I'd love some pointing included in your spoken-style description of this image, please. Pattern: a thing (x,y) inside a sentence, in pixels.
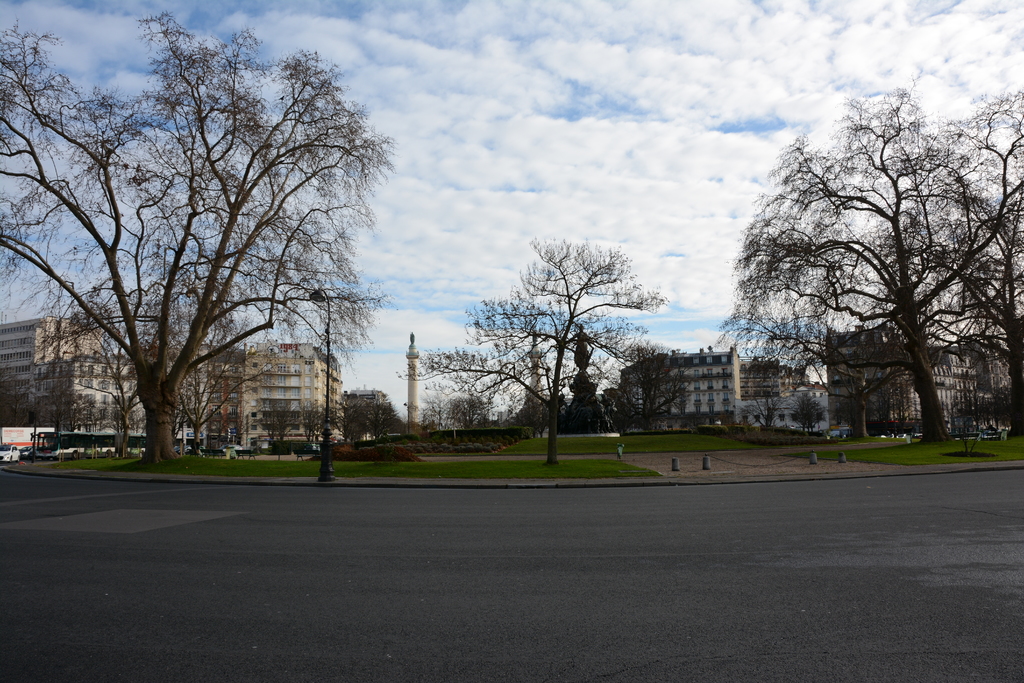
This image is clicked outside. There are trees (642,374) in the middle (647,398). There are buildings (757,391) in the middle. There are statues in the middle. There are vehicles (106,455) on the left side (17,449). There is sky (437,181) at the top (450,202).
